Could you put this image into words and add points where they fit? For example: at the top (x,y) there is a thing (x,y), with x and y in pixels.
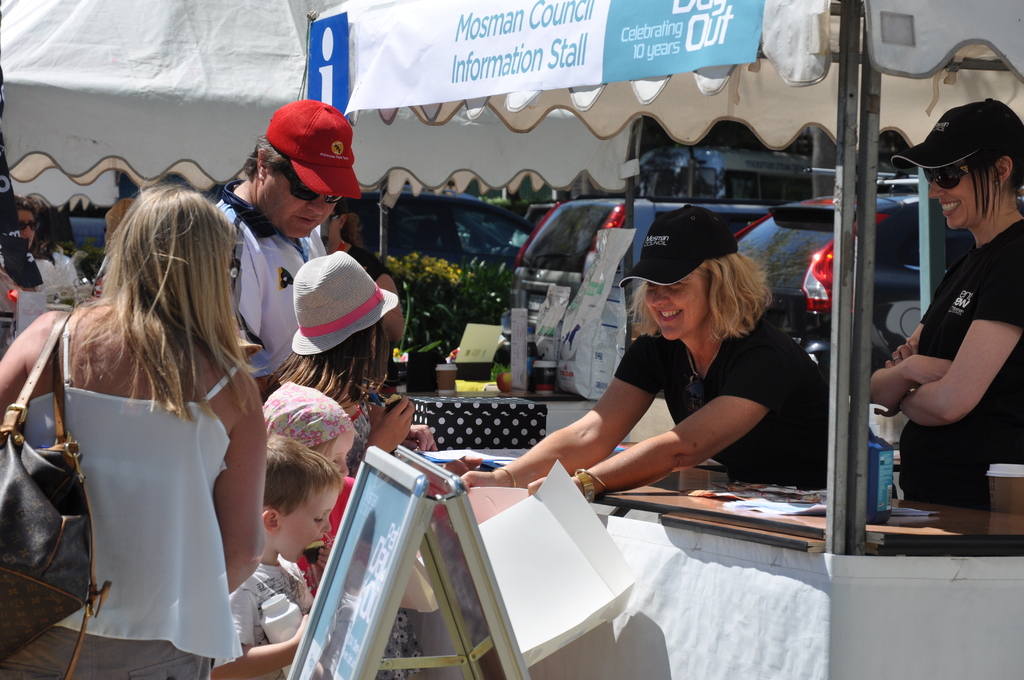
In this picture we can see a group of people (75,405), here we can see tents (967,16) and some objects (378,497) and in the background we can see vehicles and plants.
